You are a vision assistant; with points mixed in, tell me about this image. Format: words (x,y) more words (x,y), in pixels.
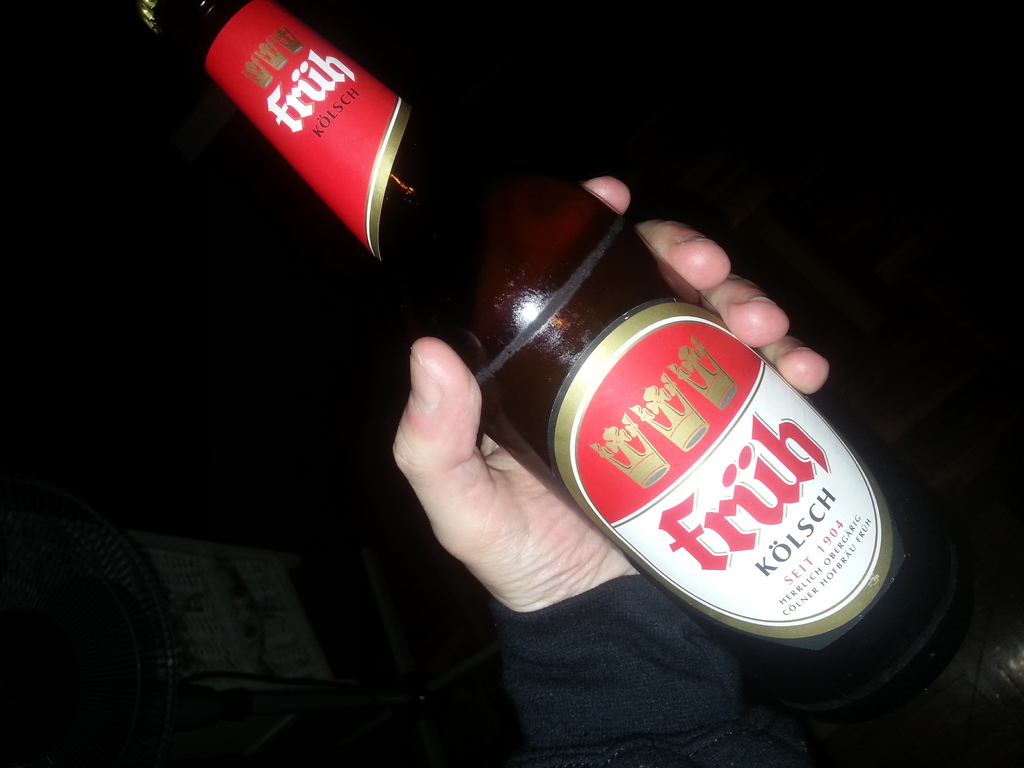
In this image I can see a glass bottle (477,273) is holding by a person (564,614) in his hand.
